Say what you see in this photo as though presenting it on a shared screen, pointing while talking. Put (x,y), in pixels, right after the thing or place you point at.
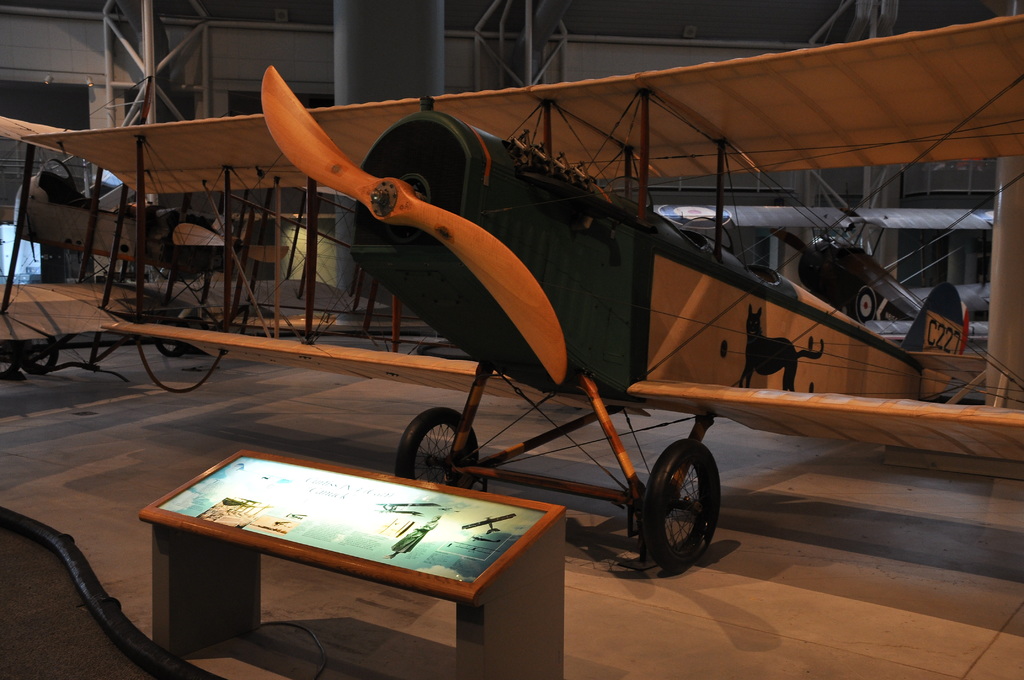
This is the picture of a airplane (477,459) and there is a model frame (178,643) in front of the airplane (475,476).
